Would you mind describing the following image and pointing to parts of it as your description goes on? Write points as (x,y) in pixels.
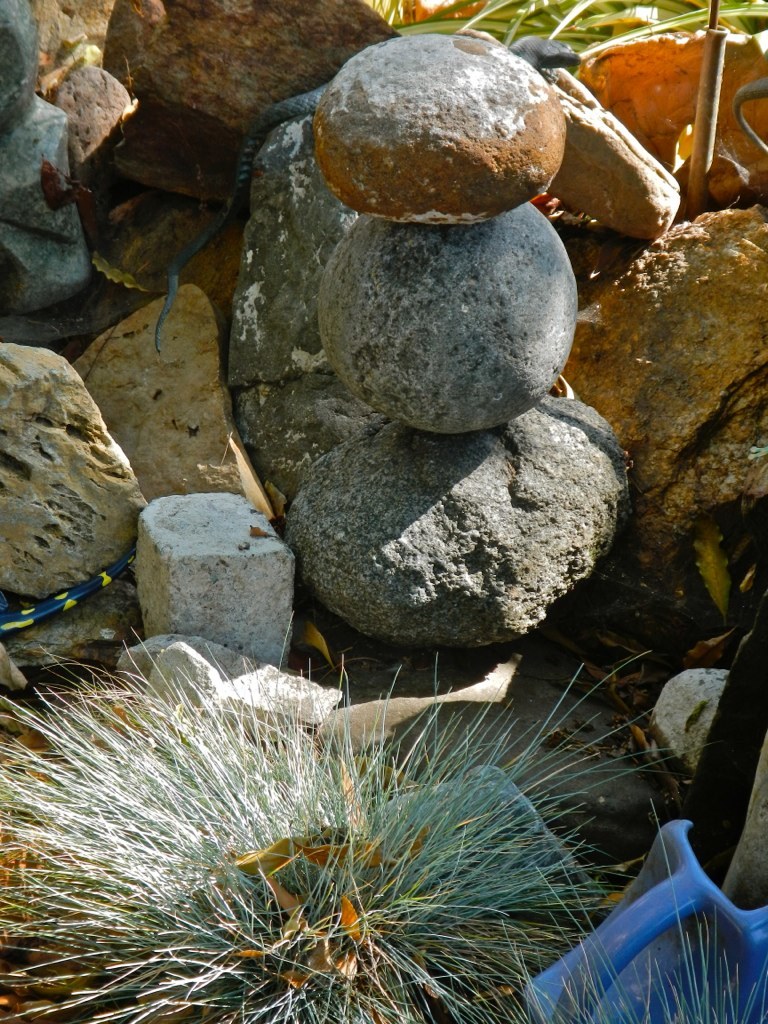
In this picture I can observe some stones (338,277) on the ground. On the bottom of the picture (253,812) I can observe a plant (243,798).
